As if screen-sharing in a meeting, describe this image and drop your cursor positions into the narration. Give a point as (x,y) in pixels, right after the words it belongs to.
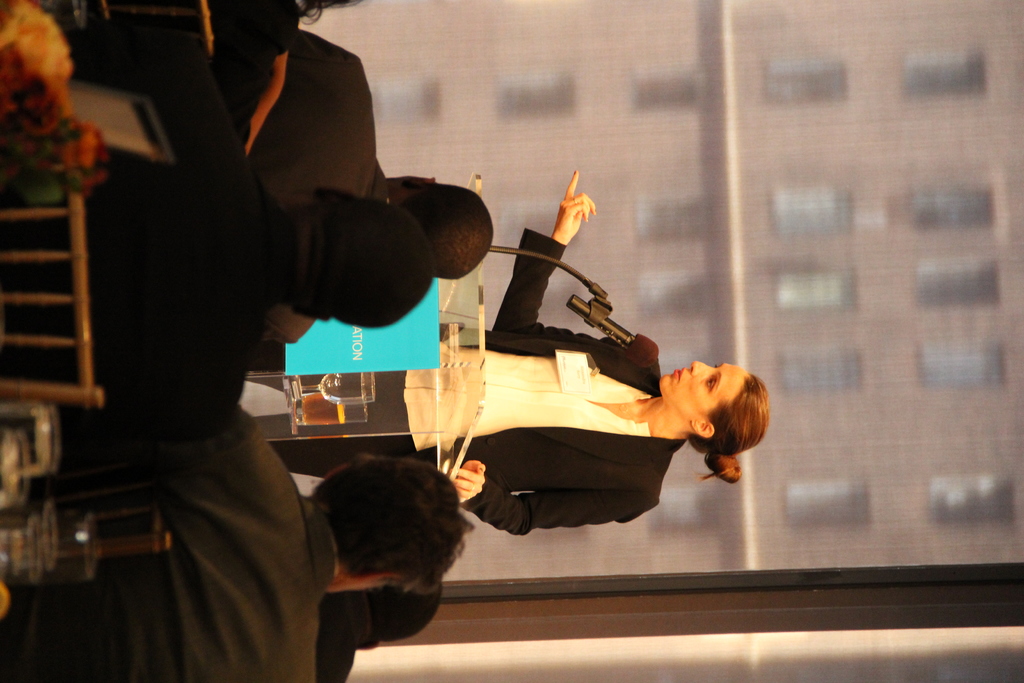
On the left side (230,363), there are persons (286,138) sitting. In front of them, there is a woman (665,454) in a black color jacket (634,452), standing and speaking in front of a mic (614,327) which is on a stand (609,312). This stand (597,312) is on the glass stand (482,349). In the background (501,237), there is a screen (1006,448) and there is a white wall (848,654).
